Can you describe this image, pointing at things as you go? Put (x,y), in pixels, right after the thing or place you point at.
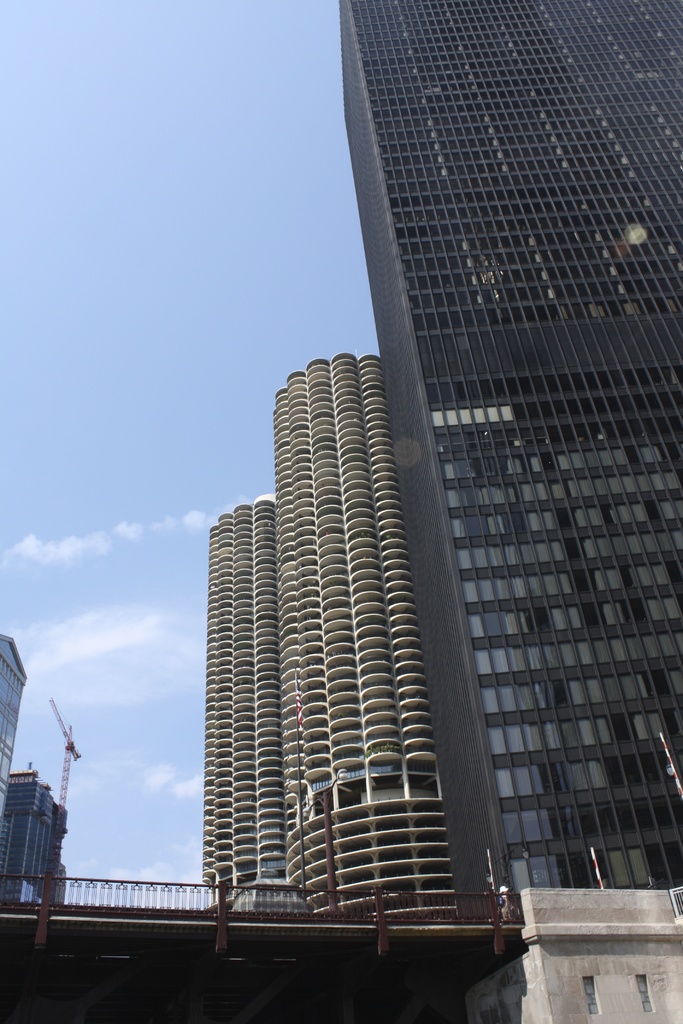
In this image we can see buildings (372,844). There is a bridge (261,888). At the top of the image (230,212) there is sky (139,228).
